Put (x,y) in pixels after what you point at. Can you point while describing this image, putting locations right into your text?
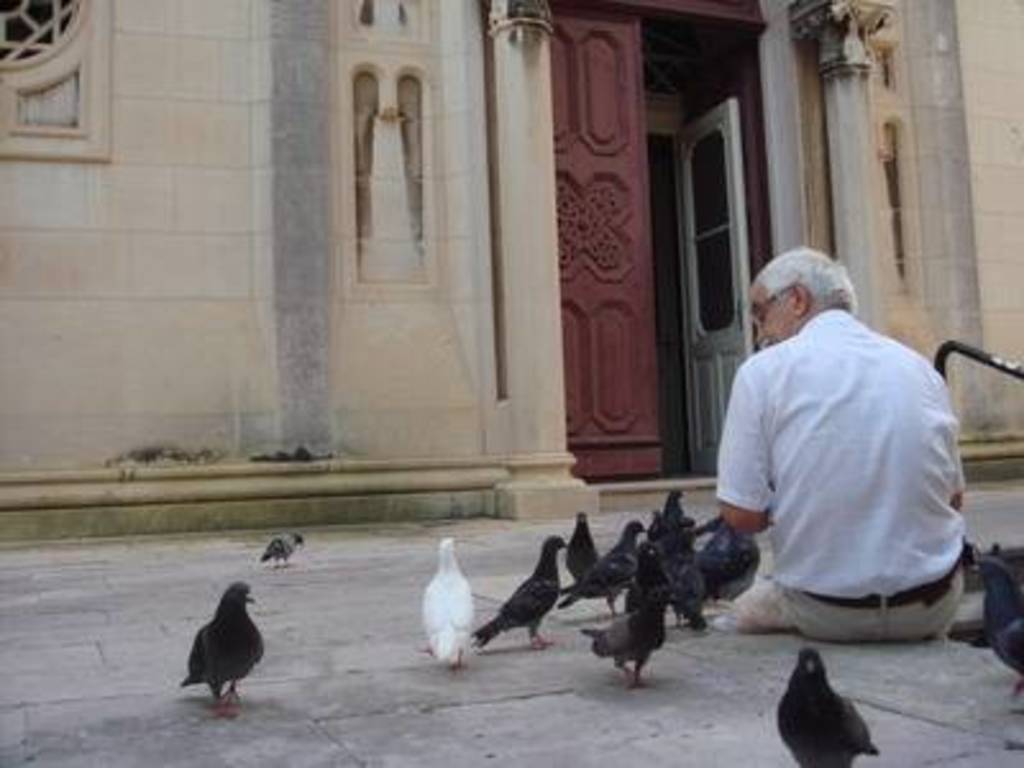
In the image there is a man (745,450) sitting on the ground (358,651) and there are many birds (442,546) around the man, in the background (292,385) there is some architecture (426,241) and the door (595,231) of that is opened.
